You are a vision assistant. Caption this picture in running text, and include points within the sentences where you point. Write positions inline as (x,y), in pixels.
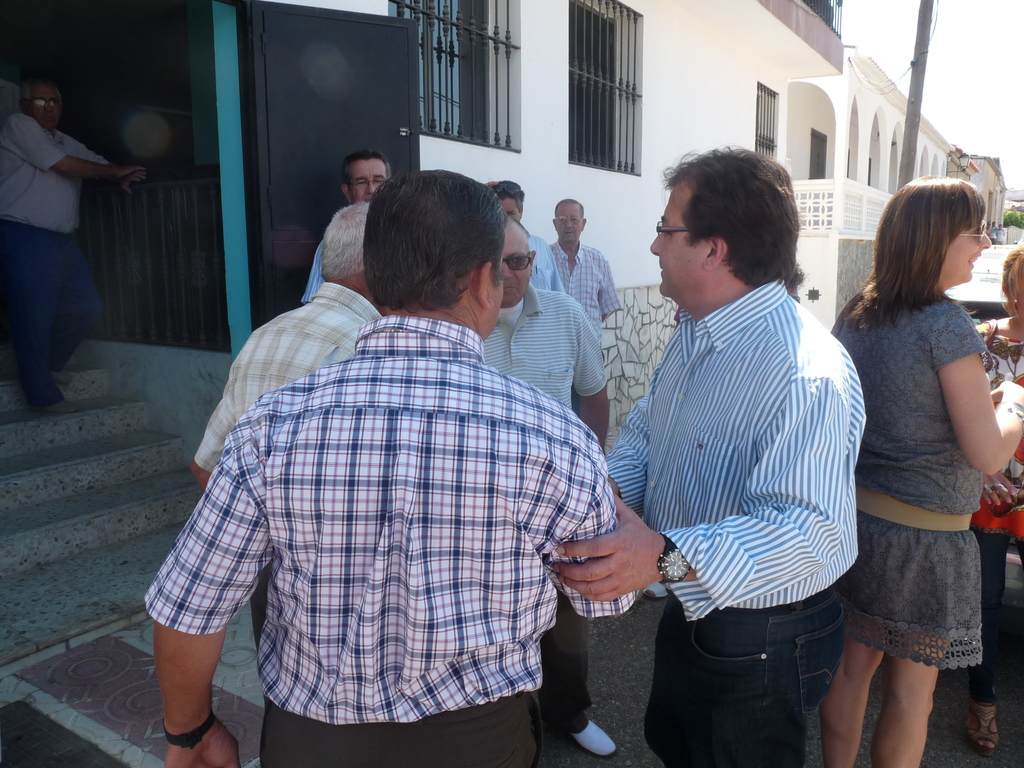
In this image there are people (706,523) standing on a road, in the background (653,158) there are buildings (766,100).
